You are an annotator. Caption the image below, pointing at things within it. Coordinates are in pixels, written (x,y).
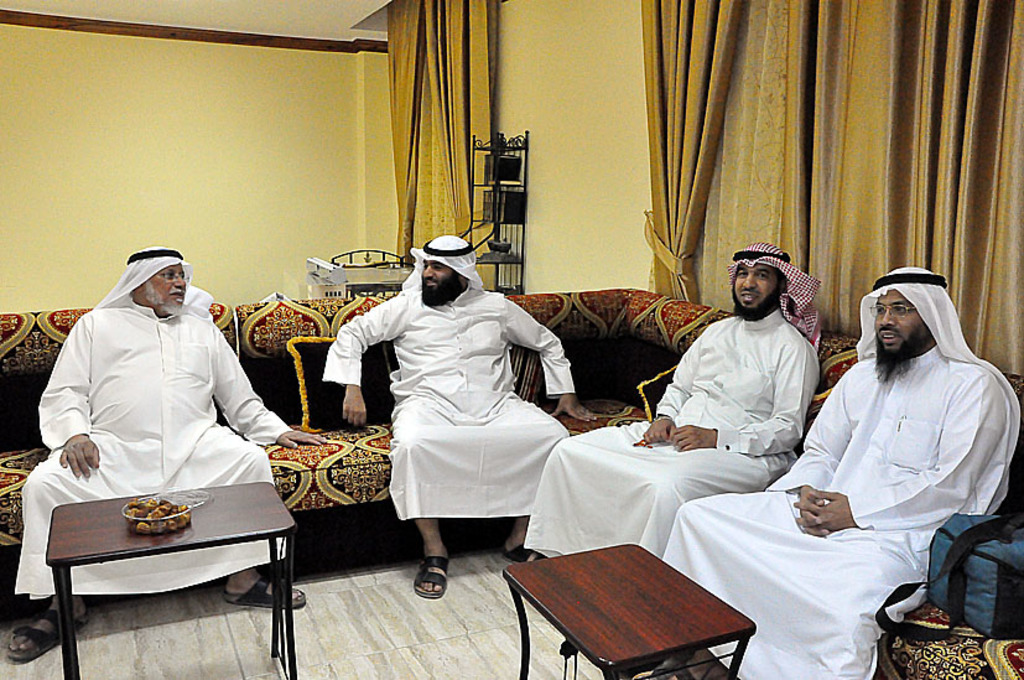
4 men (744,553) are sitting in the sofa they are wearing white color dresses (867,435) and there is a food (141,531) on this table (161,541) in the left side of an image (149,546) there are curtains (1009,97) in the right side (859,166) on the walls (632,171).
